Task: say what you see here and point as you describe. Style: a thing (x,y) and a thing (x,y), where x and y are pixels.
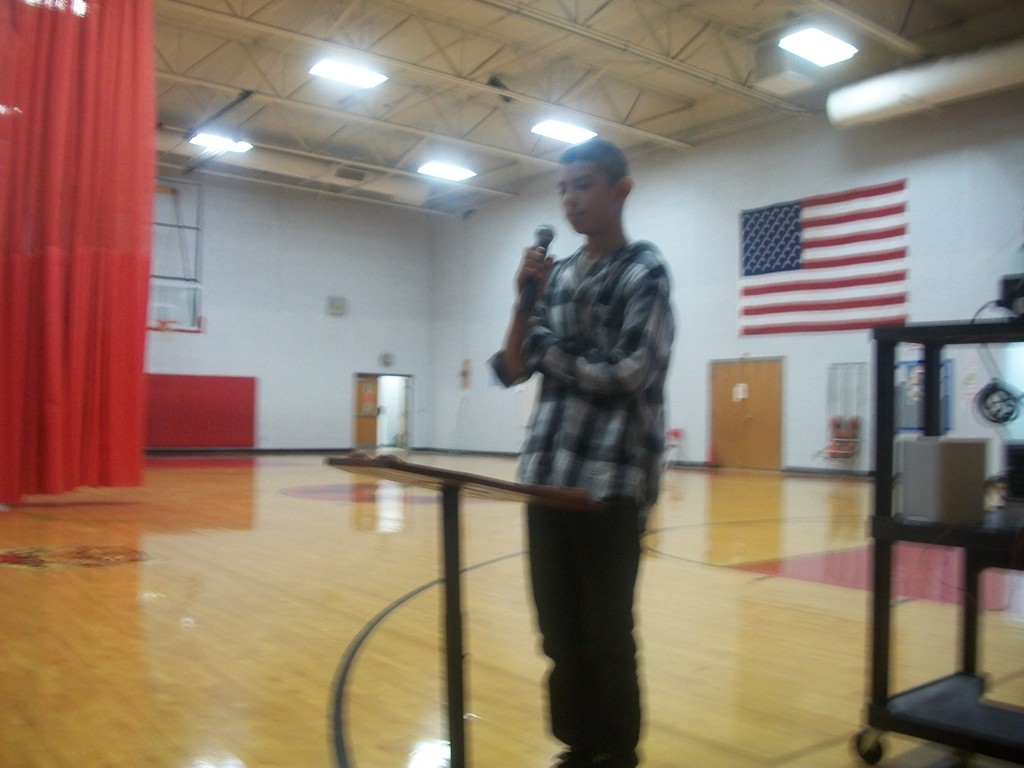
A boy (554,278) is standing in a hall (523,62) holding a microphone (540,242). There is a table (405,479), red curtains (73,172) at the left (63,437). There are doors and US flag (805,291) on the wall (778,193). There is a wooden surface (935,753). There are lights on the top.
